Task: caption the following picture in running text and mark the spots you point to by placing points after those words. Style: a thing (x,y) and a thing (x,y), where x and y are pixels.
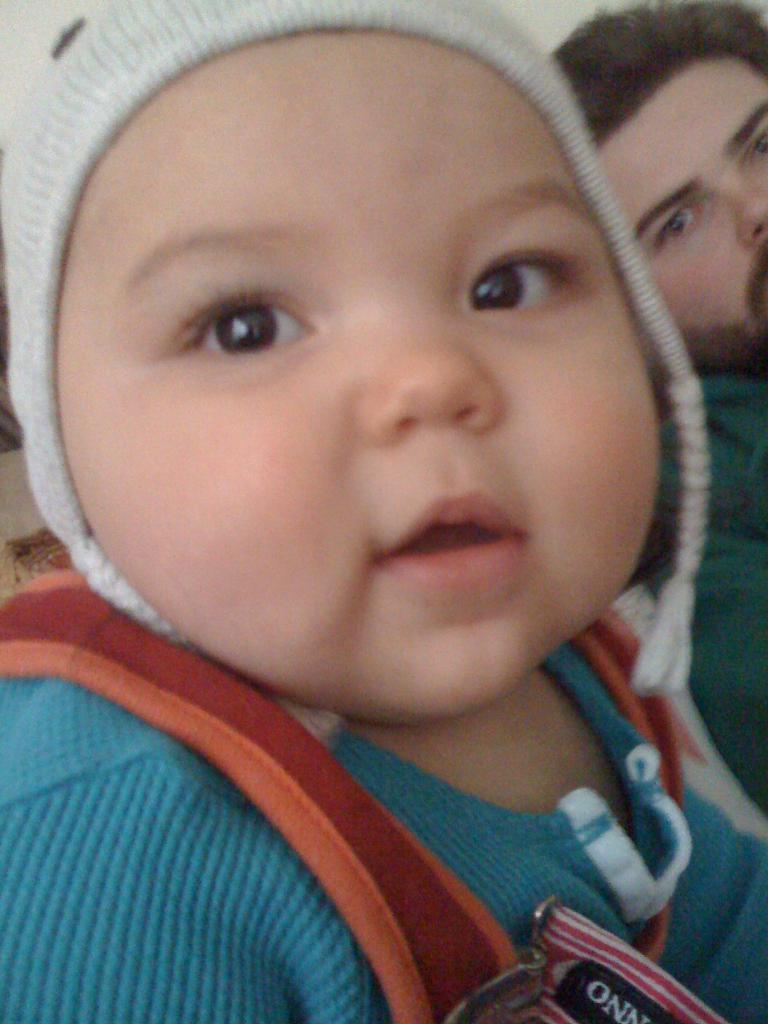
In this picture we can observe baby (185,633) wearing a cap (312,18) on his head (462,85) and a blue color t-shirt (320,918). Behind him there is a person (704,245) in the background (658,129).
